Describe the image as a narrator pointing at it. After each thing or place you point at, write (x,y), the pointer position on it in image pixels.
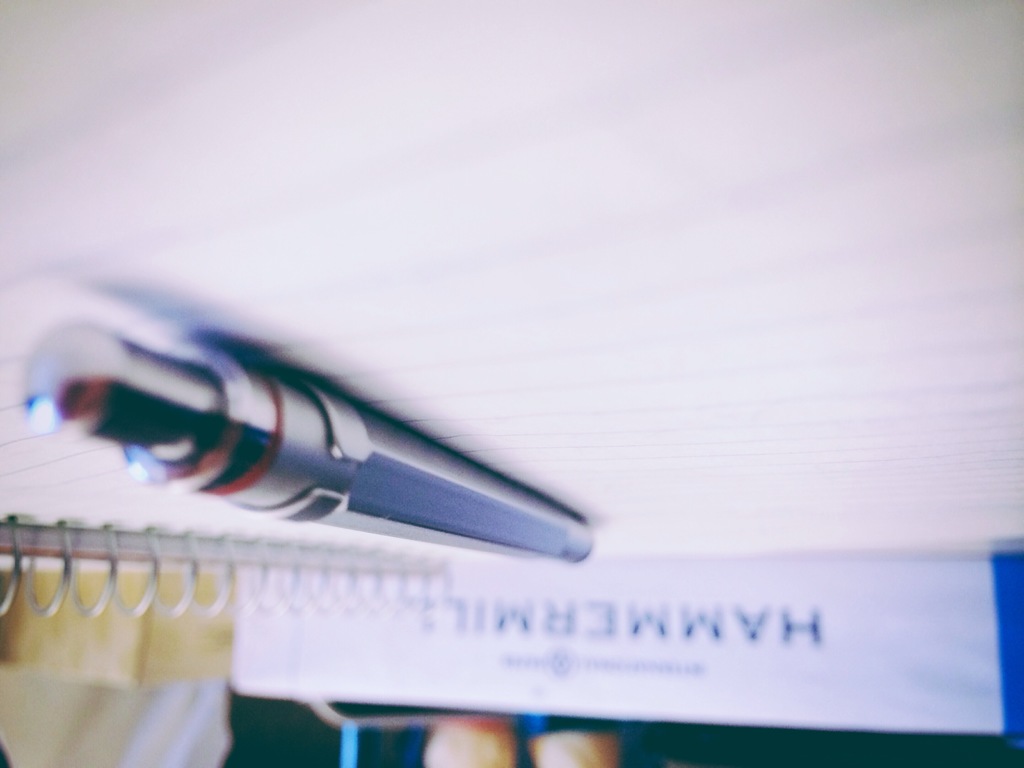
In the center of the image (474,364), we can see a pen (380,478) on the book (382,545) and in the background (513,576), there is a paper package (513,576).
